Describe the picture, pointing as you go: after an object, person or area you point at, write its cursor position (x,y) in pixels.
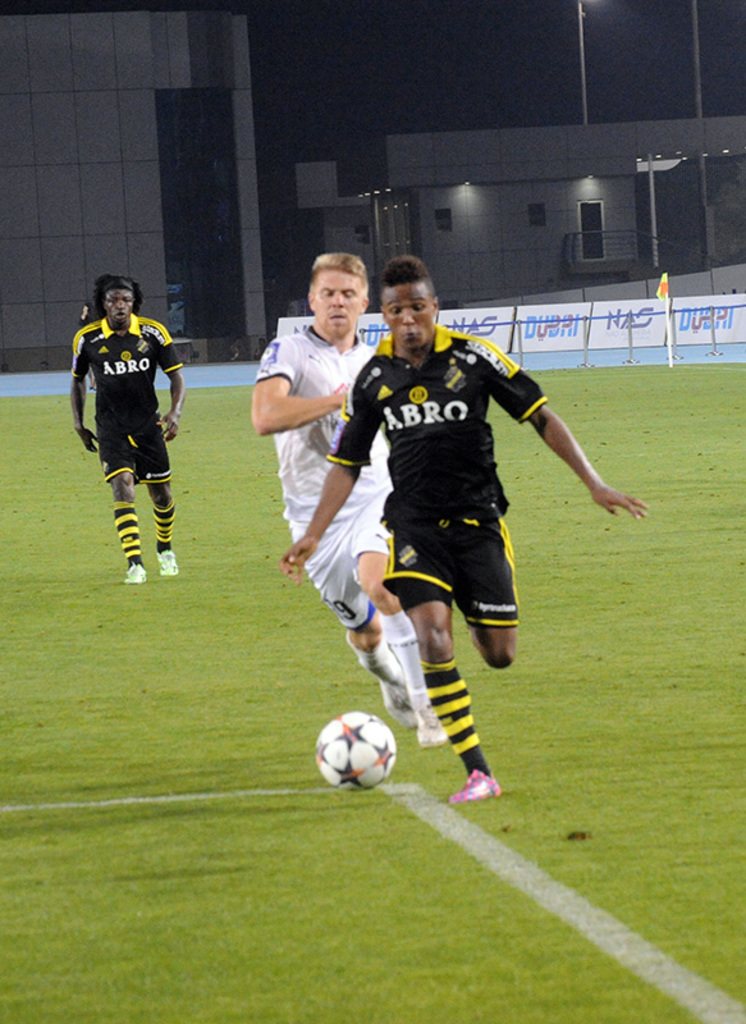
Bottom of the image (377,693) there is grass (310,716) and there is a football (360,744). In the middle of the image (435,639) few people (380,626) are running and playing football. Behind them there is a fencing (740,301). Top of the image (6,95) there are some buildings (228,115) and poles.
